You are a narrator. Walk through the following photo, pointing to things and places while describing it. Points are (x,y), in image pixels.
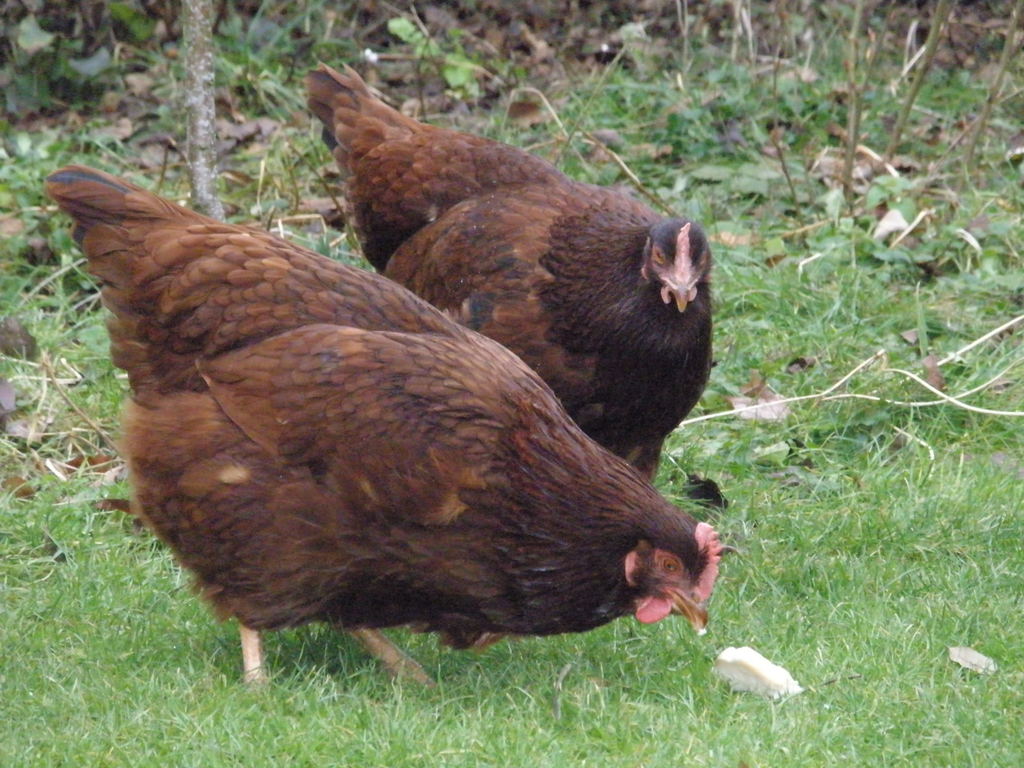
In this image we can see two hens (499,333) on the grass (942,575).
